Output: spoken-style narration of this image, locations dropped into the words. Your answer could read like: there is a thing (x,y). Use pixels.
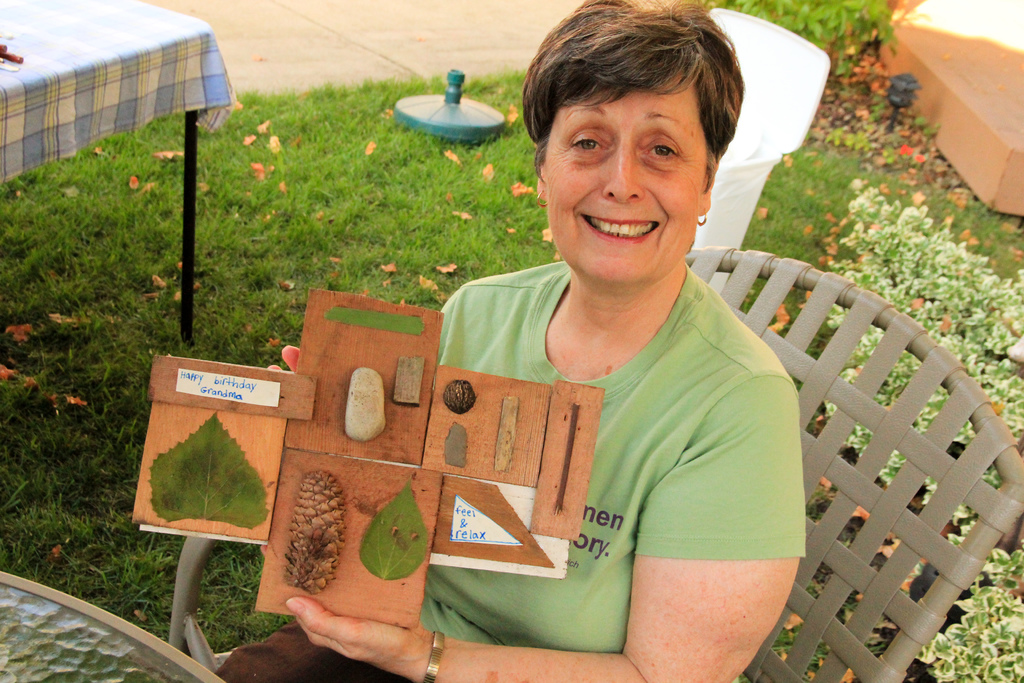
Woman (726,522) is sitting on the chair (776,675) and holding a wooden sheet (415,601). She wore a green color t-shirt (668,548), on the right side (934,223) there are small plants (919,221).
